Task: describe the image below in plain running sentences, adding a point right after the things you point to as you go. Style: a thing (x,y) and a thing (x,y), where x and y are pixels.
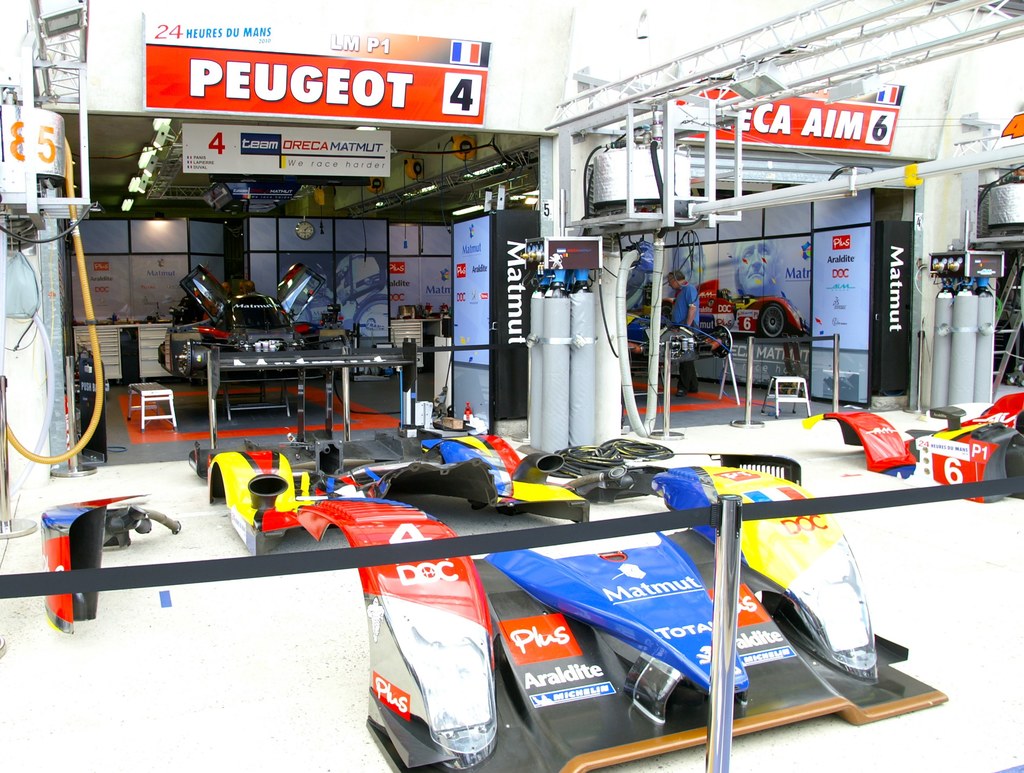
In this image we can see the vehicle parts (515,659), belt poles (714,524), boards (378,58), pipes (621,278) and also a person (681,299) on the floor (824,406). We can also see the surface (985,535). At the top (801,42) we can see the rods (774,41). We can also see the bench (139,398).
